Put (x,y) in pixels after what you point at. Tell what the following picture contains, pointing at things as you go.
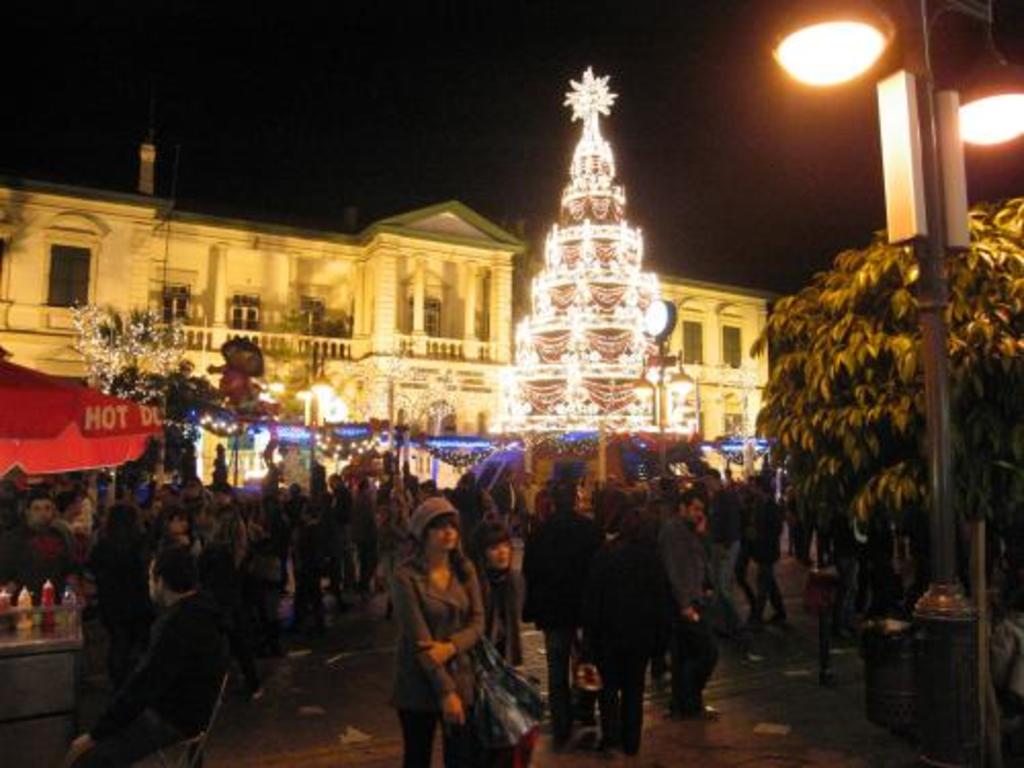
In the given image i can see a building (104,229), lights (816,54), plants (899,350), people (24,499), decorative objects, food stall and some other objects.
